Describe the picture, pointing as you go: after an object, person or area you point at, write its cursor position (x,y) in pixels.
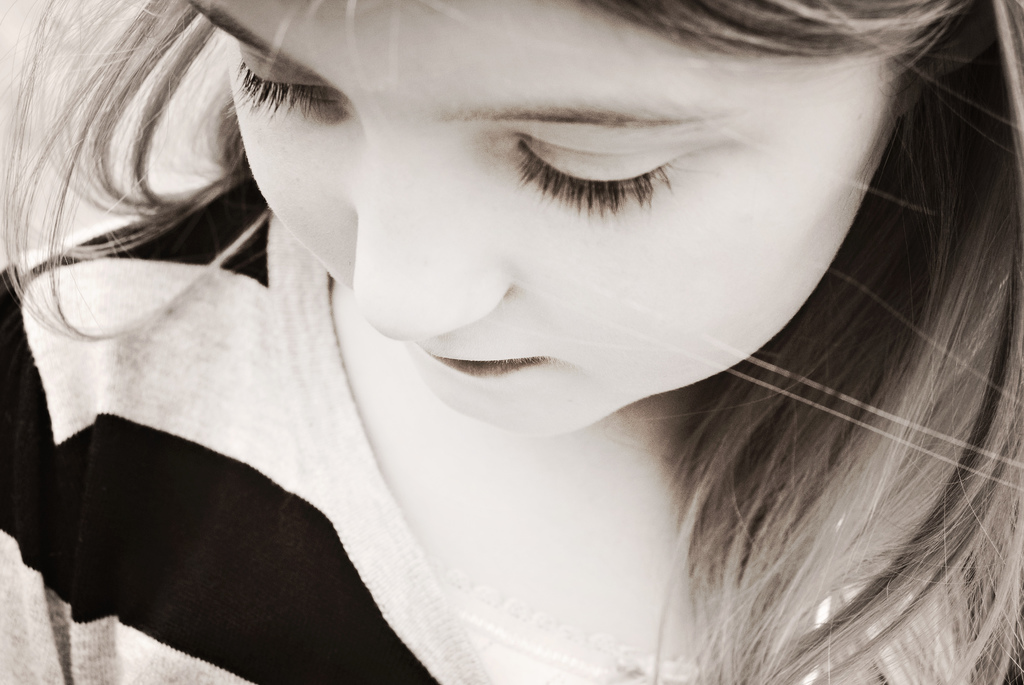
It is a black and white image and also a zoomed picture of a girl (846,307).
